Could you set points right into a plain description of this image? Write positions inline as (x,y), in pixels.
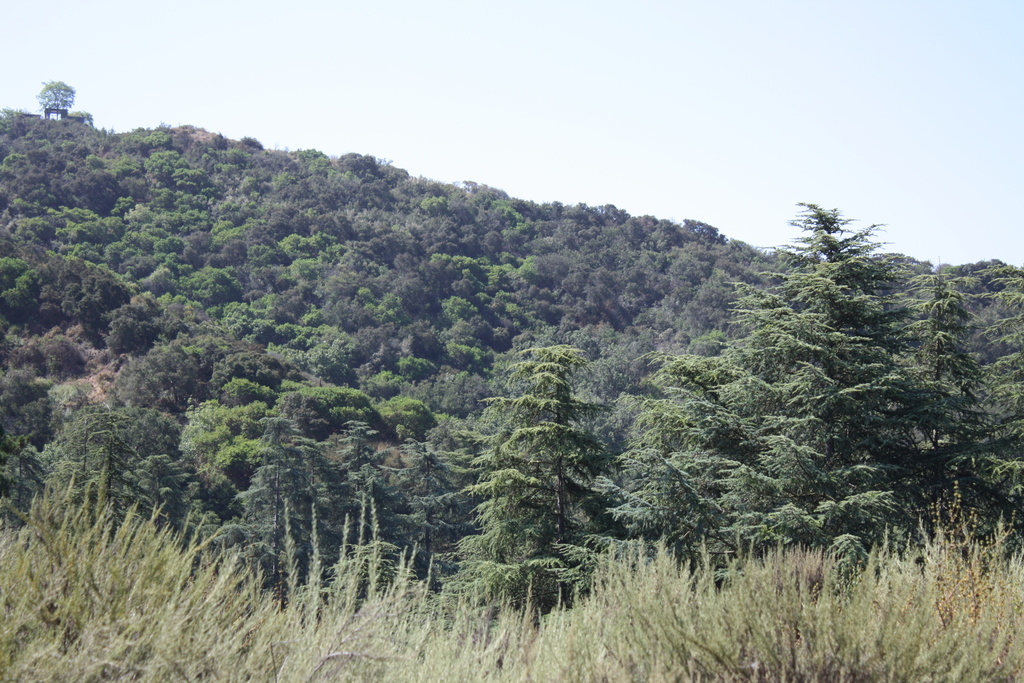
This image consists of trees (587,379) in the middle (408,409). There is sky (548,116) at the top (687,96).
